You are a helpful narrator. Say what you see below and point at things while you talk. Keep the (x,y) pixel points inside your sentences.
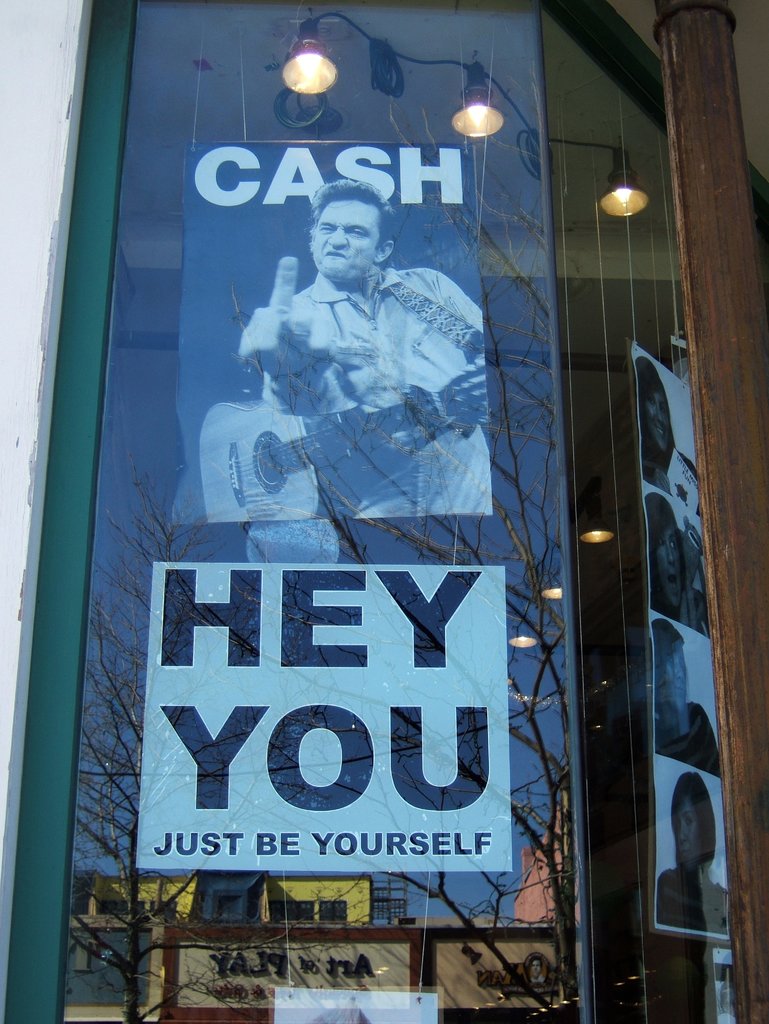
In this image we can see an advertisement (418,566) and the reflection (549,732) of trees (546,773), sky (533,778), buildings (262,928) and name board (497,958) on the mirror (552,603).
